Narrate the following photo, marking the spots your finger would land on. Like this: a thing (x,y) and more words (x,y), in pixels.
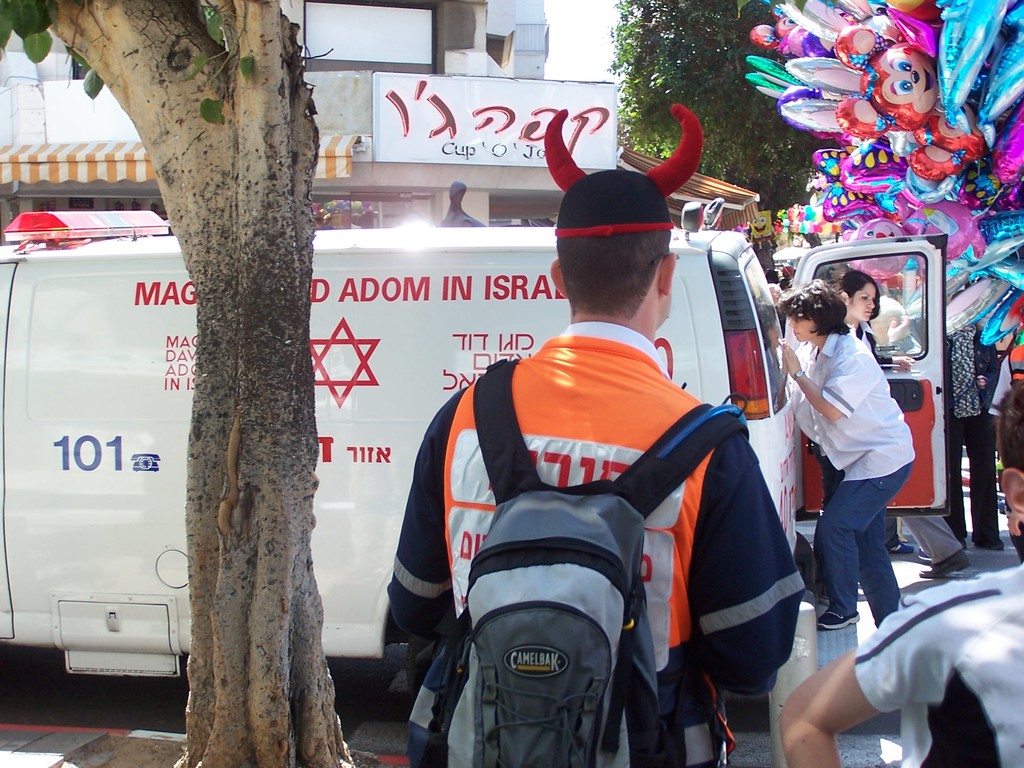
In this image there are people (755,558), trees (651,69), van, balloons (838,200) and a shop (437,126).
